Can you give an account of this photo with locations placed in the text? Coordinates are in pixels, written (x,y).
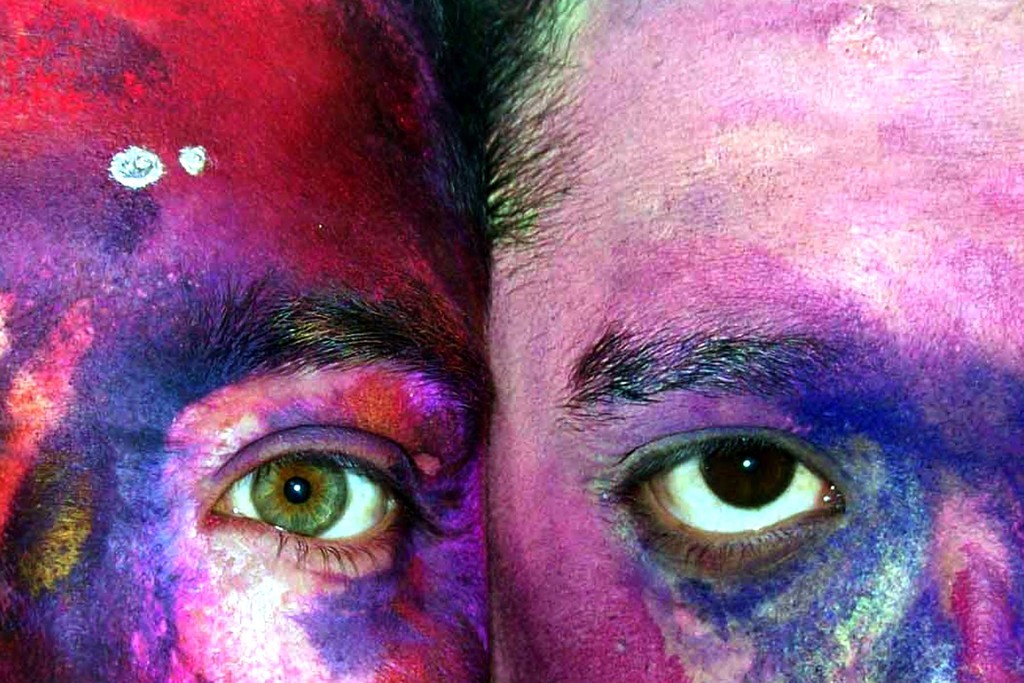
In this picture there are two colored faces (696,164) on the right (779,44) and left side of the image (190,316).
